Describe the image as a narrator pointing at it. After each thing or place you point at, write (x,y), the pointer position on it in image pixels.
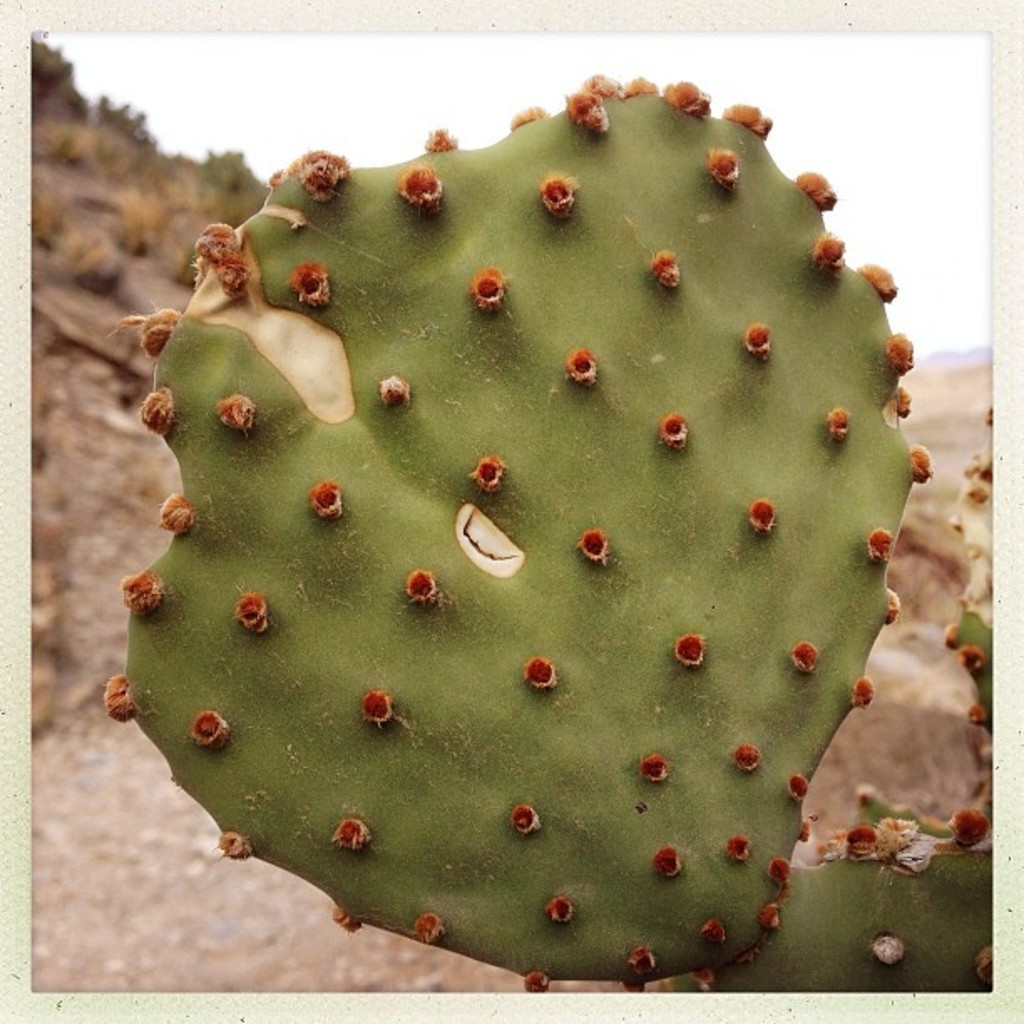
The picture consists of a cactus plant (575,646). In the background (90,184) there are soil (105,178), stones (90,266), shrubs (143,209) and hills (108,220).
